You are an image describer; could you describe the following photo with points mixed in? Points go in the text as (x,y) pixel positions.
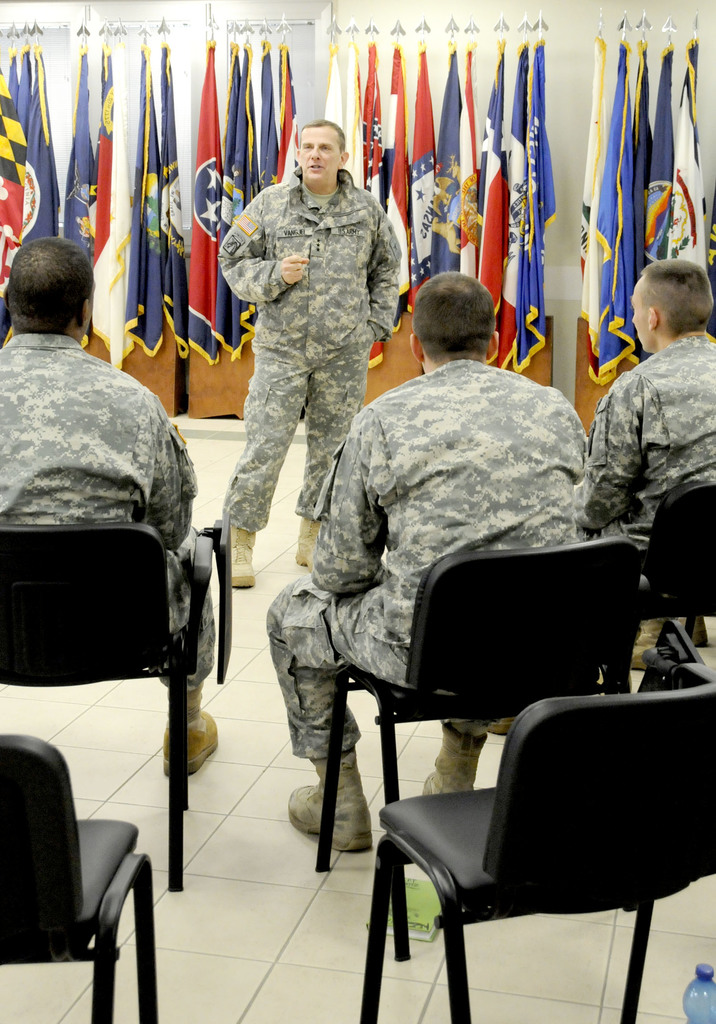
In this picture there are three people (409,480) sitting on the chairs (46,605) and a person (236,464) standing in front them and behind the person (331,258) there are some flags (285,171).
